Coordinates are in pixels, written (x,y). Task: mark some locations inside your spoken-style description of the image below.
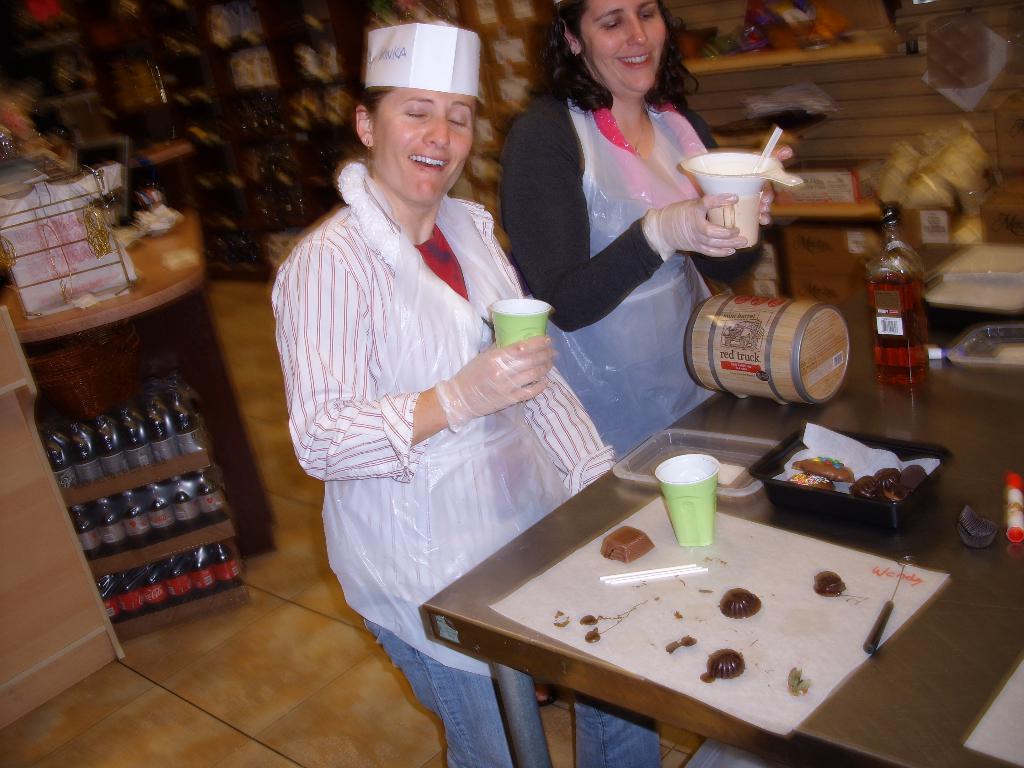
In this image I can see two women (687,298) and both of them are holding cups (716,161). I can also see smile on their faces (651,72). On this table (944,494) I can see a bottle (885,273) and a cup (700,464). In the background (183,417) I can see number of bottles (113,464).
